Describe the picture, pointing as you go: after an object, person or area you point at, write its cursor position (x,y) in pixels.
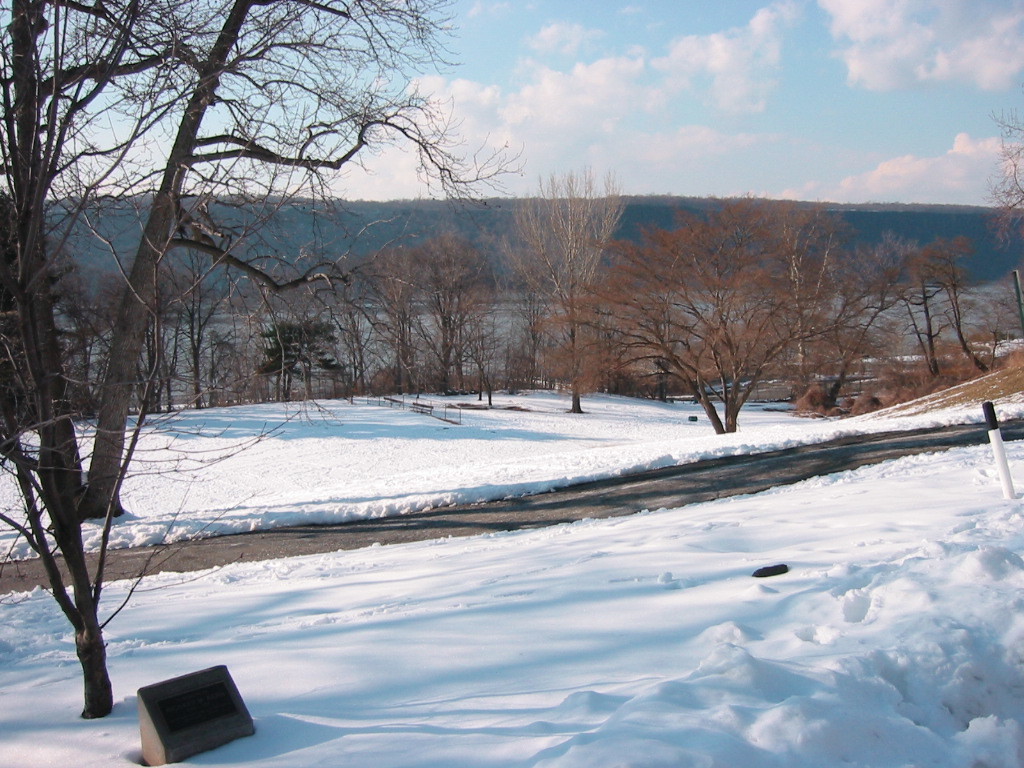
In this image in the front (548,566) there is snow (636,645) on the ground (465,615) and there is a dry tree (110,425). In the background (428,324) there are trees (392,270), mountains (461,233) and the sky (551,121) is cloudy.
